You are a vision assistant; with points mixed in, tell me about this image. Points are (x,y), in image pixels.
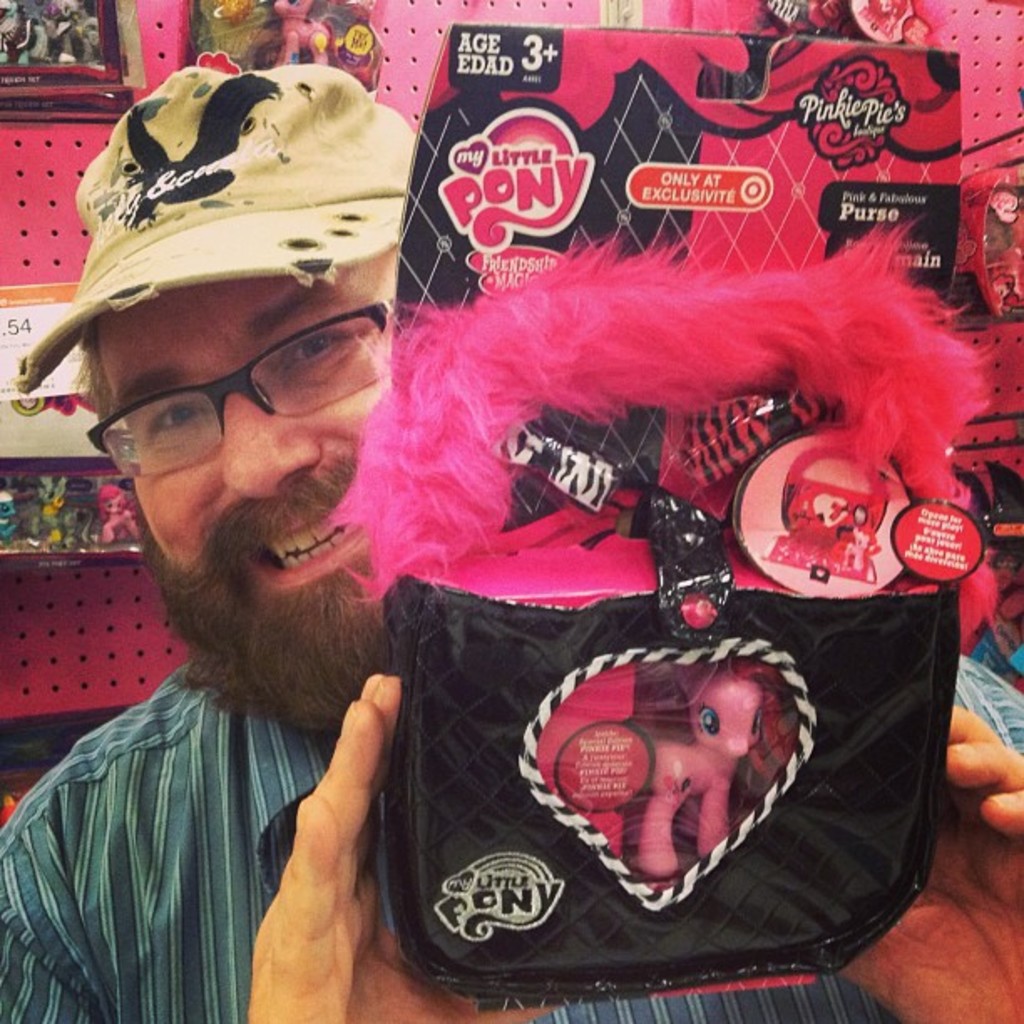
In this pictures we can observe a pink color toy (675,774) packed in a box (637,693). We can observe a man (175,774) holding his toy (483,818). He is wearing cap (154,232) on his head (206,354) and he is wearing spectacles (180,414). He is smiling. In the background (18,200) we can observe some toys (71,503) hanged the pink color wall (406,64).
